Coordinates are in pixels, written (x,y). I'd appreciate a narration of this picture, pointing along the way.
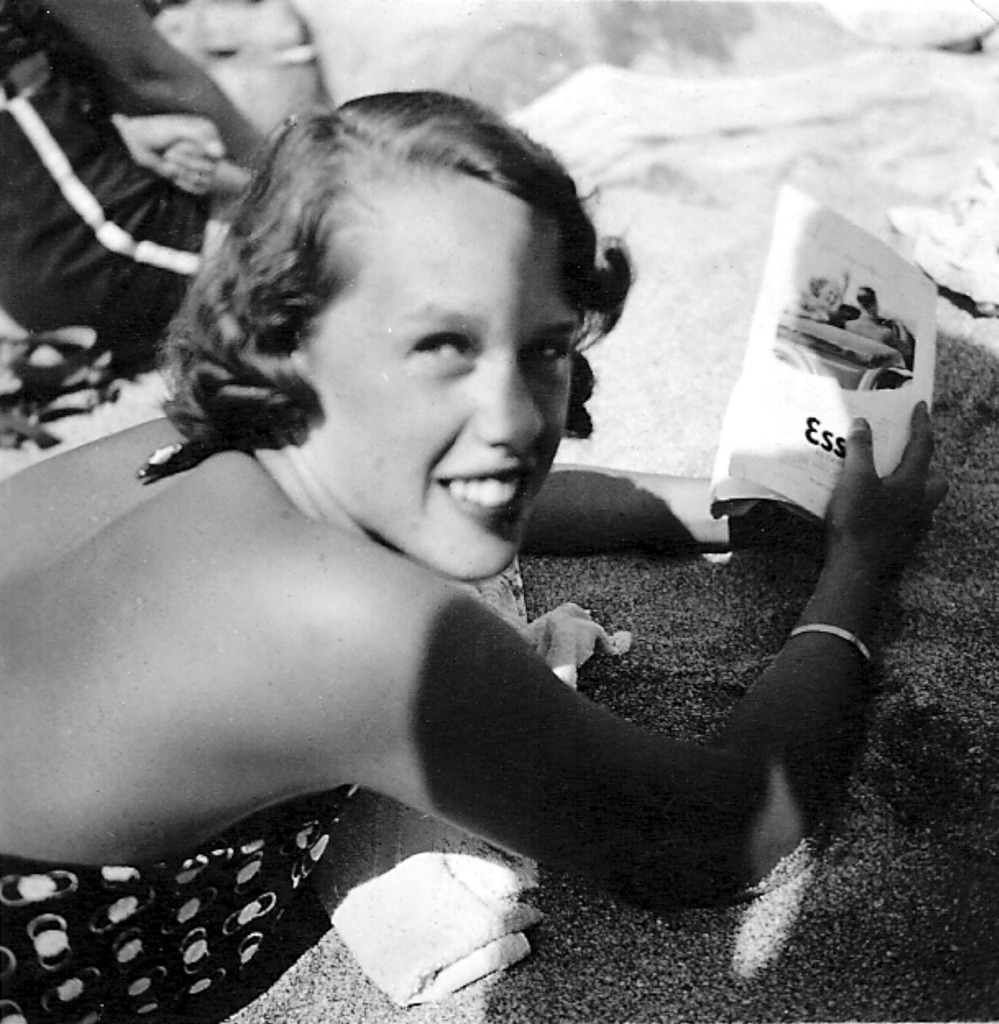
A woman (510,490) is holding book (805,372) lying on the sand (876,891).
